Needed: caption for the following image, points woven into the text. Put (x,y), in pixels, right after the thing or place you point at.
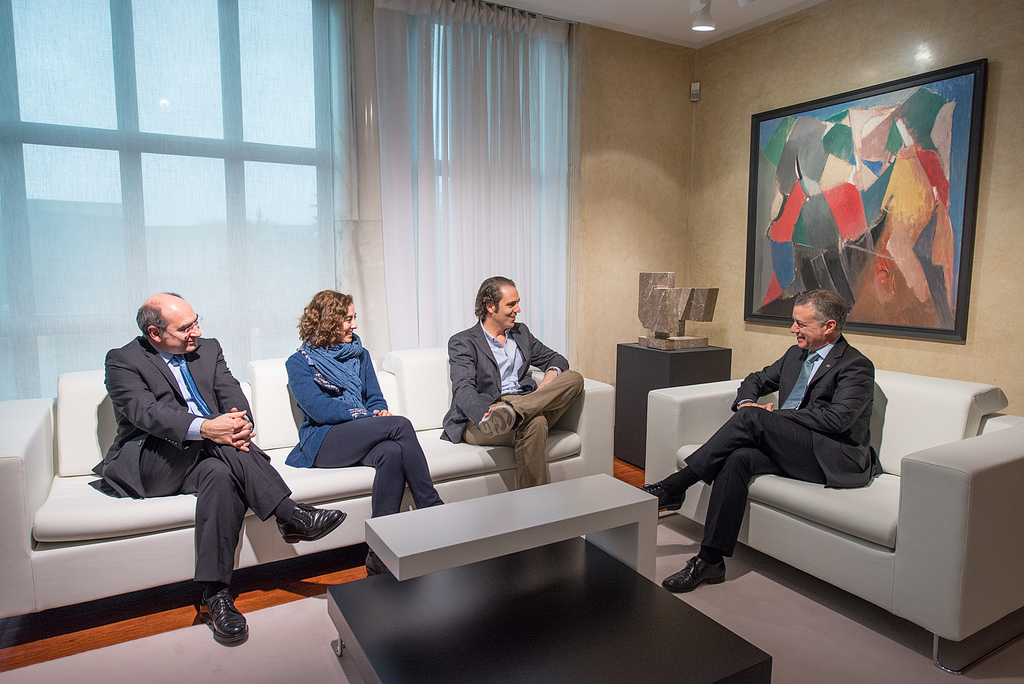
In the image there are two white color sofas (333,482), on the first sofa (408,378) there are three people (469,388) sitting, on the second sofa (928,494) there is a man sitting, in front of them there is a table (623,628), behind the sofa (888,383) there is a wall (834,74), on the wall (810,56) there is a photo frame (886,209), in the background (440,95) there are white color curtains (399,188), behind it there is a window (332,246).
